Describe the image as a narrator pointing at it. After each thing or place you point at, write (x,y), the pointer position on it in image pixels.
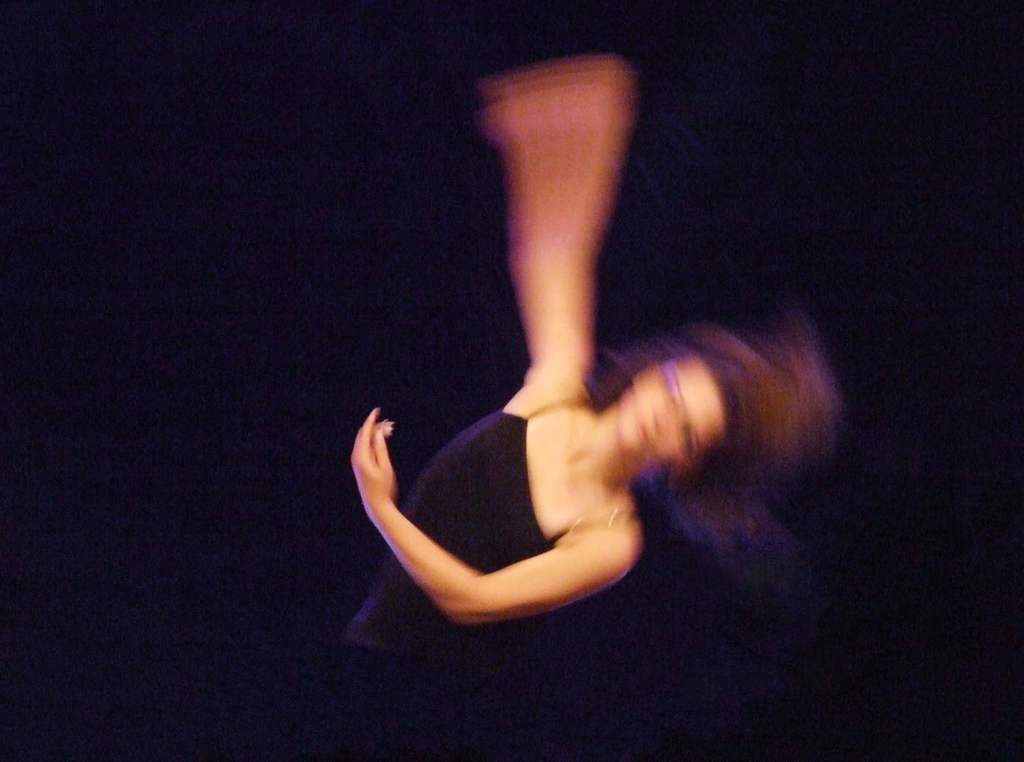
In this image, we can see the blurred person (378,466) and the dark background (323,329).
